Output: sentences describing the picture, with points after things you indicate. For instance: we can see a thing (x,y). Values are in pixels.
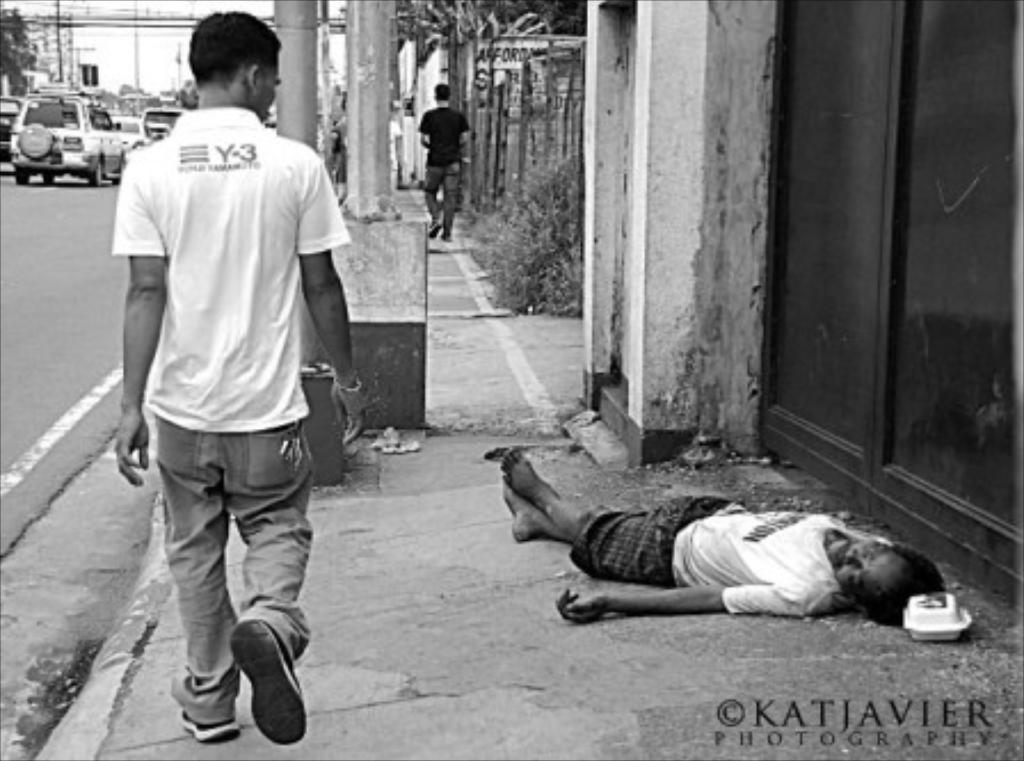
In this image we can see a sidewalk (425,505). Two persons (336,345) are walking and one person (666,512) is lying on the sidewalk (622,693). There are pillars (372,186). On the left side (45,271) there is a road (45,271) with vehicles (72,126). Near to the sidewalk (473,275) there is a plant (521,244). And there are few other things (512,150). In the right bottom corner (858,702) there is a watermark (845,710). And this is a black and white image.
